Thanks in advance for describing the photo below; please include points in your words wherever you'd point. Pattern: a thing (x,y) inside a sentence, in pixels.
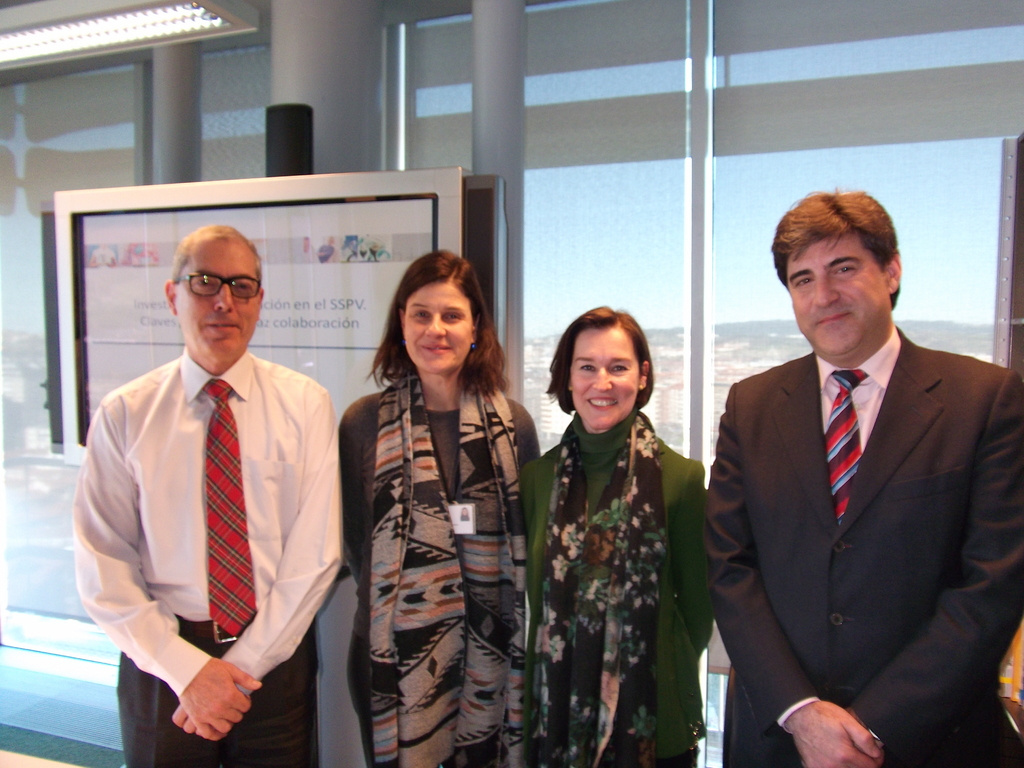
In this picture we can see there are four people (501,636) standing on the floor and behind the people (361,469) there are glass windows (568,250) through the windows (743,344) we can see the sky (562,237) and other things (676,345). There is a ceiling light (97,43) on the top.
